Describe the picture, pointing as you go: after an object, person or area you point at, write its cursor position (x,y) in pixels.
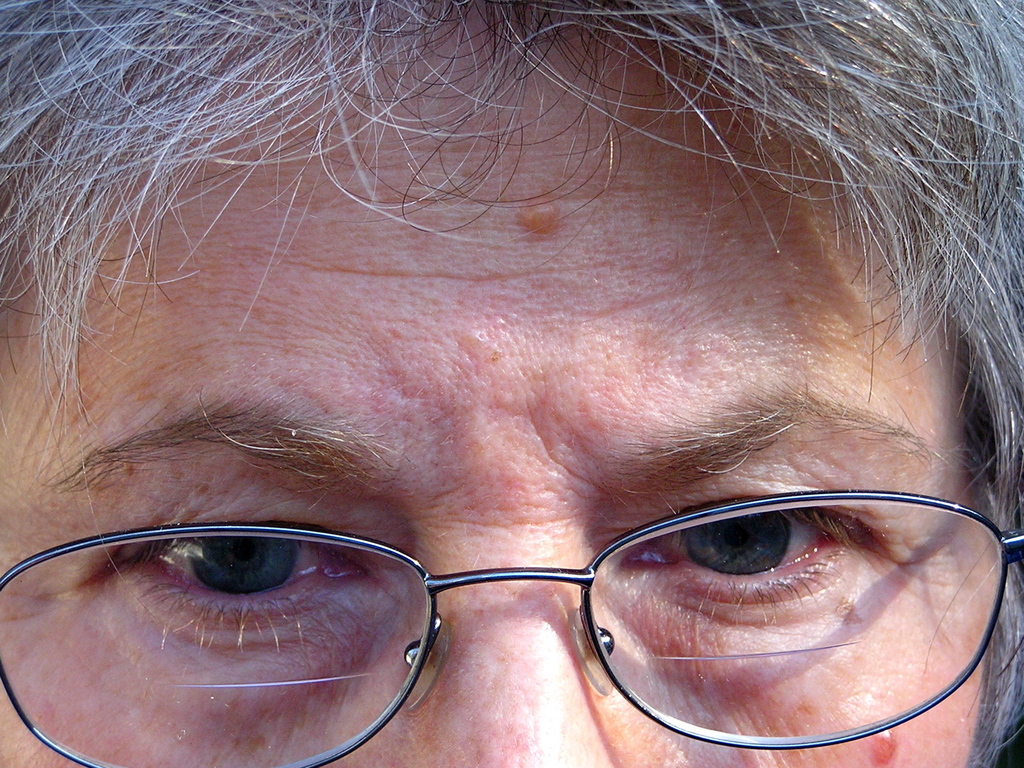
It is a zoomed in picture of a person (459,563) wearing the glasses (406,596).
